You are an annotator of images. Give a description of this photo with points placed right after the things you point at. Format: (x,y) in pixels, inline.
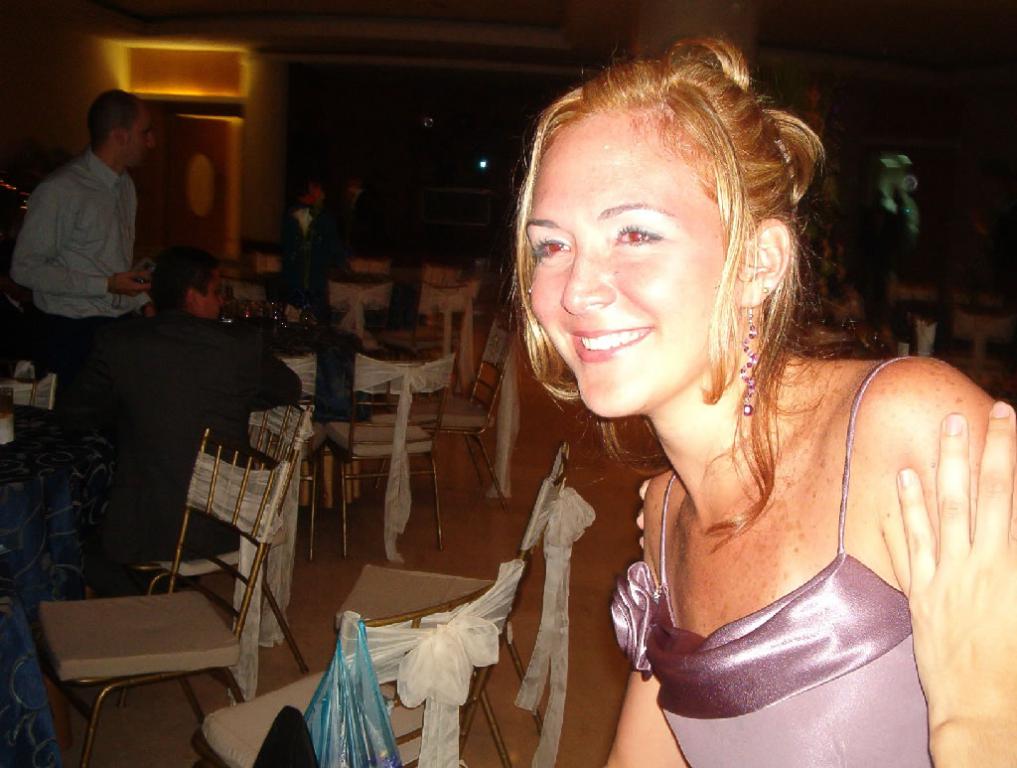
There is a room (323,394). There is a group of people (650,416). They are sitting on a chairs (236,485). On the left side (74,242) we have a person (114,305). He is standing. There is a table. There is a glass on a table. On the right side (684,392) we have a woman (604,360). She is wearing a earrings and she is smiling.
